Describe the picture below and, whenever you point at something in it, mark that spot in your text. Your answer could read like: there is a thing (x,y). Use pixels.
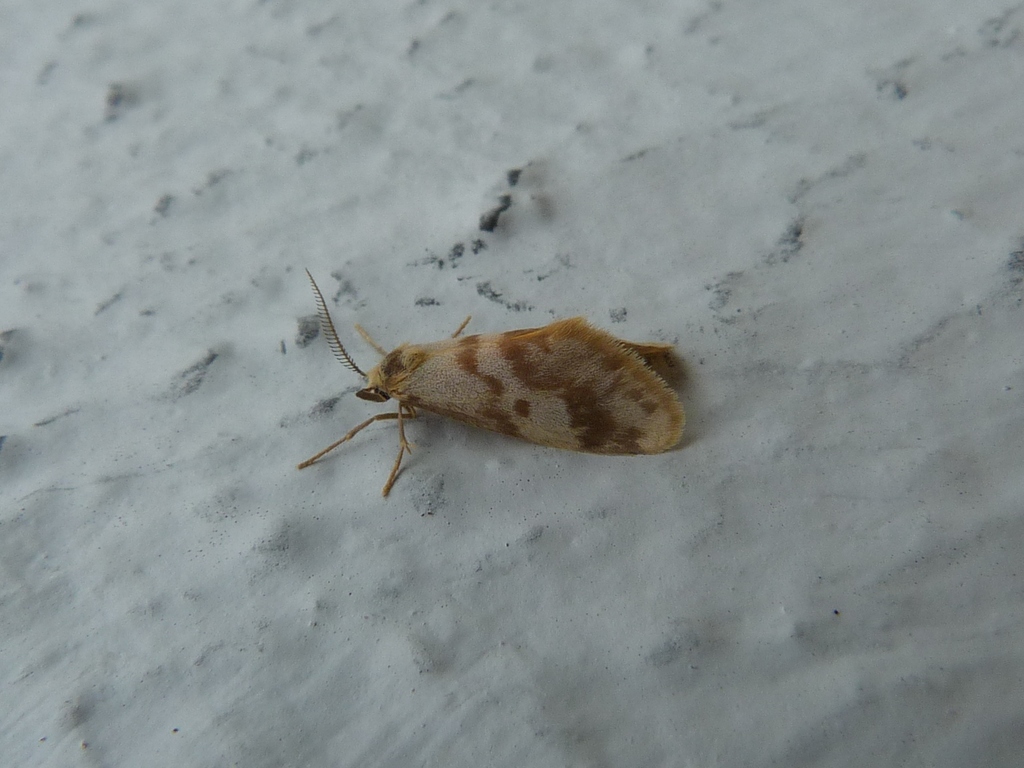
In the image we can see there is an insect (534,376) on the rock surface (529,515).
